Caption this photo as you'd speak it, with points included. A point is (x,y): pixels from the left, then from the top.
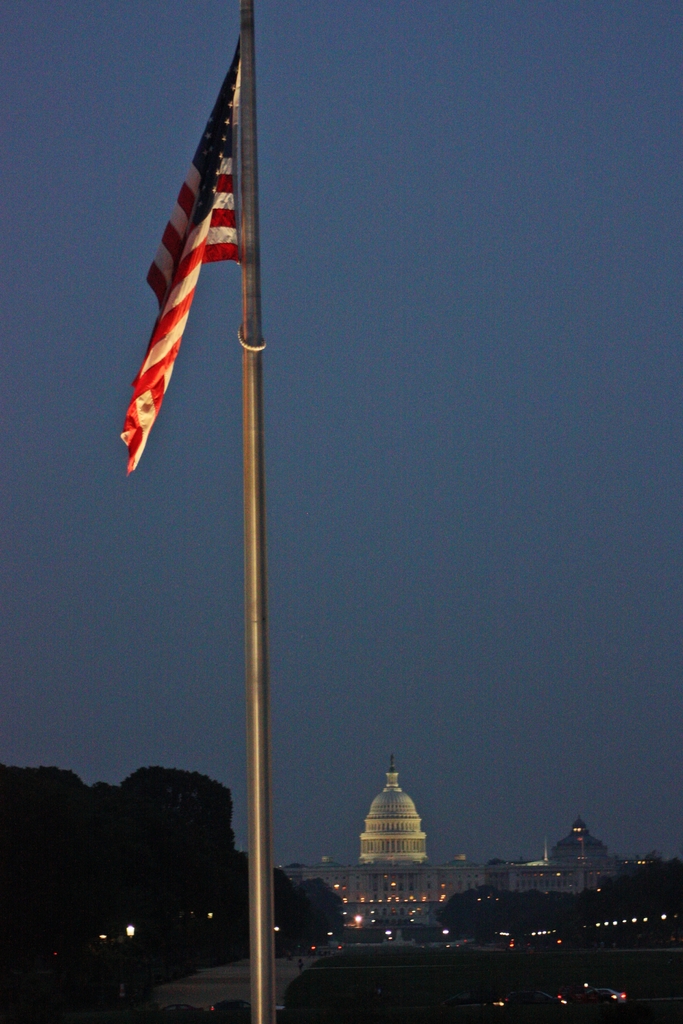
In the foreground of this picture (201,265), there is a pole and a flag (194,271). In the background (410,906), there is a building (351,885) trees (478,888) lights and the sky (503,715).
